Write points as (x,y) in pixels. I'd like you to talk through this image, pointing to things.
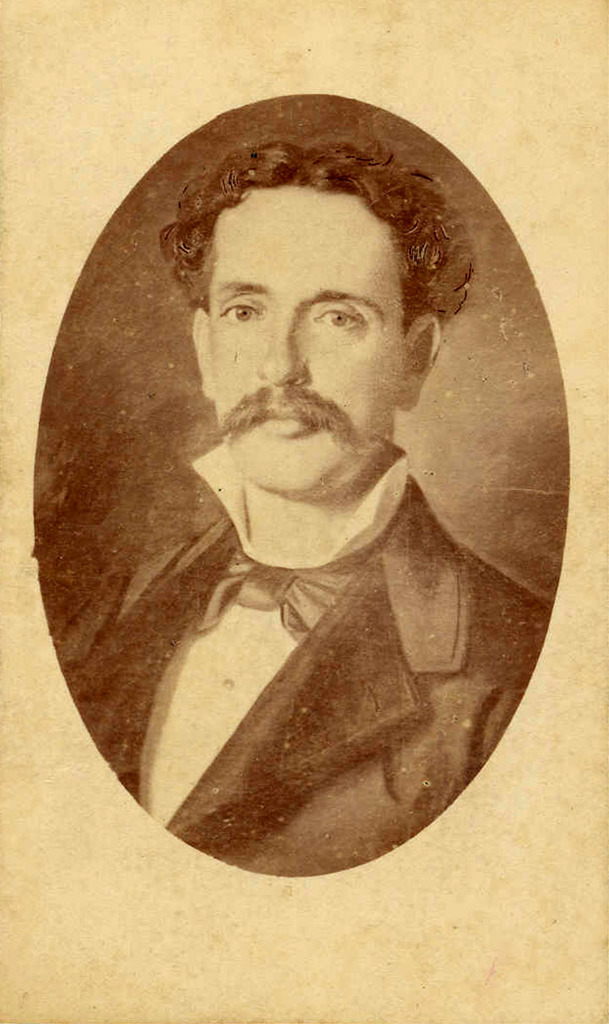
In this picture I can see a photo (210,379) of a man (240,584).
